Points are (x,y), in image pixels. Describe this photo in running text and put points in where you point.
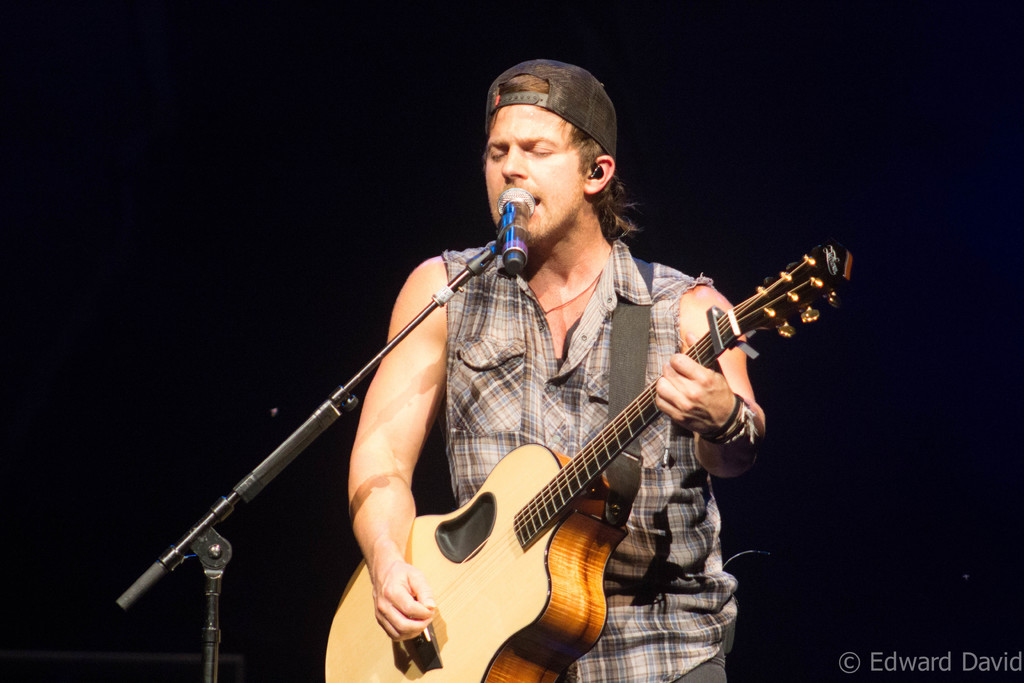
In this image, there is a person (523,335) wearing clothes (543,434) and cap (583,73). This person (413,333) is standing in front of this mic (527,230) and playing a guitar (650,412).
